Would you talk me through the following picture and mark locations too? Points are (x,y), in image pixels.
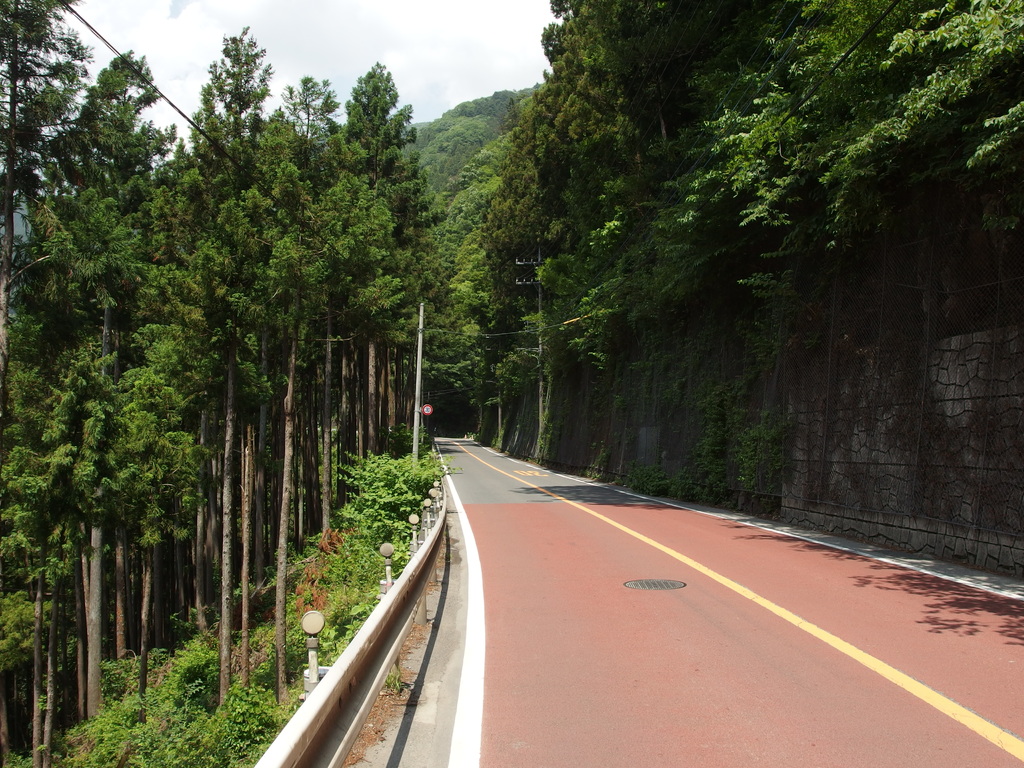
In this image in the middle (469,364) there are trees (487,272), poles (421,315), sign boards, road (602,590), hills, sky (409,102) and clouds (189,47).
